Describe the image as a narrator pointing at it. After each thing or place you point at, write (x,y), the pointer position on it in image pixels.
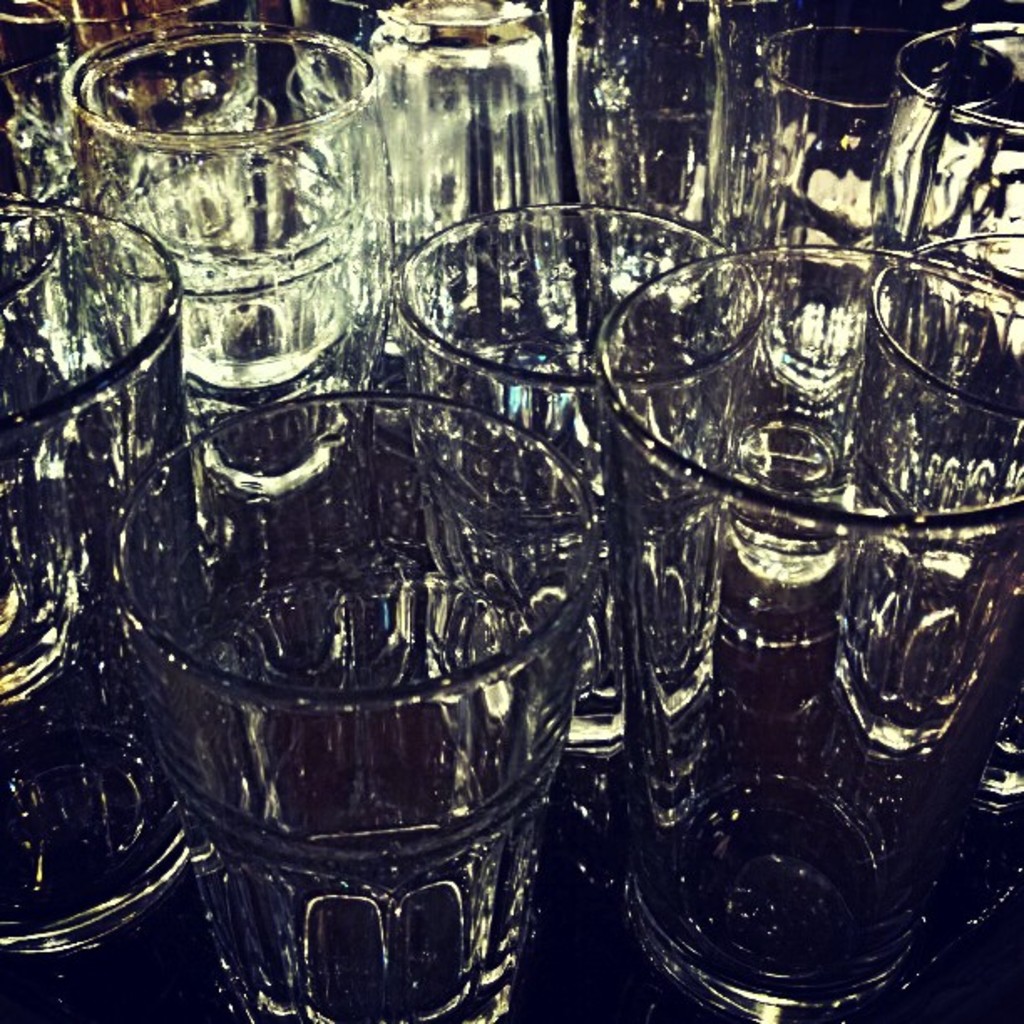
In this picture I can see drinking glasses (508,635).
